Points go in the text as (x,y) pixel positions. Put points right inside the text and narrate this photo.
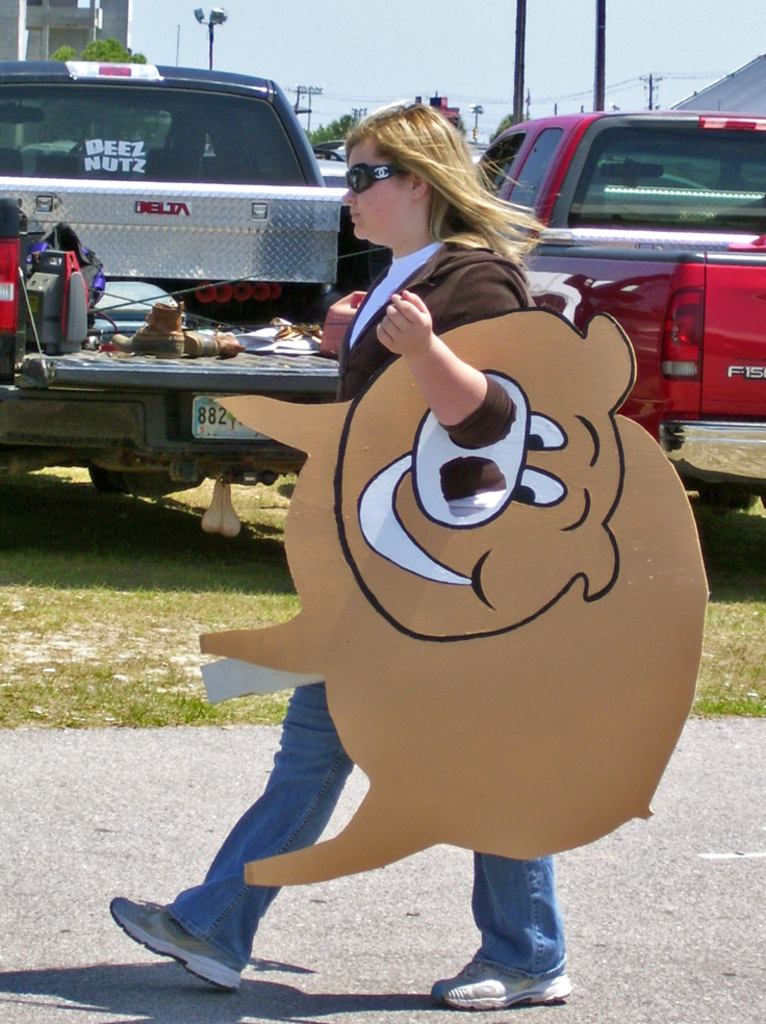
In the middle of the image (465,466) we can see a woman (448,310), she is walking, she wore spectacles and she is holding a cardboard (434,466), in the background (332,388) we can see few vehicles (594,259), buildings (54,0), trees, poles (213,16) and cables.
